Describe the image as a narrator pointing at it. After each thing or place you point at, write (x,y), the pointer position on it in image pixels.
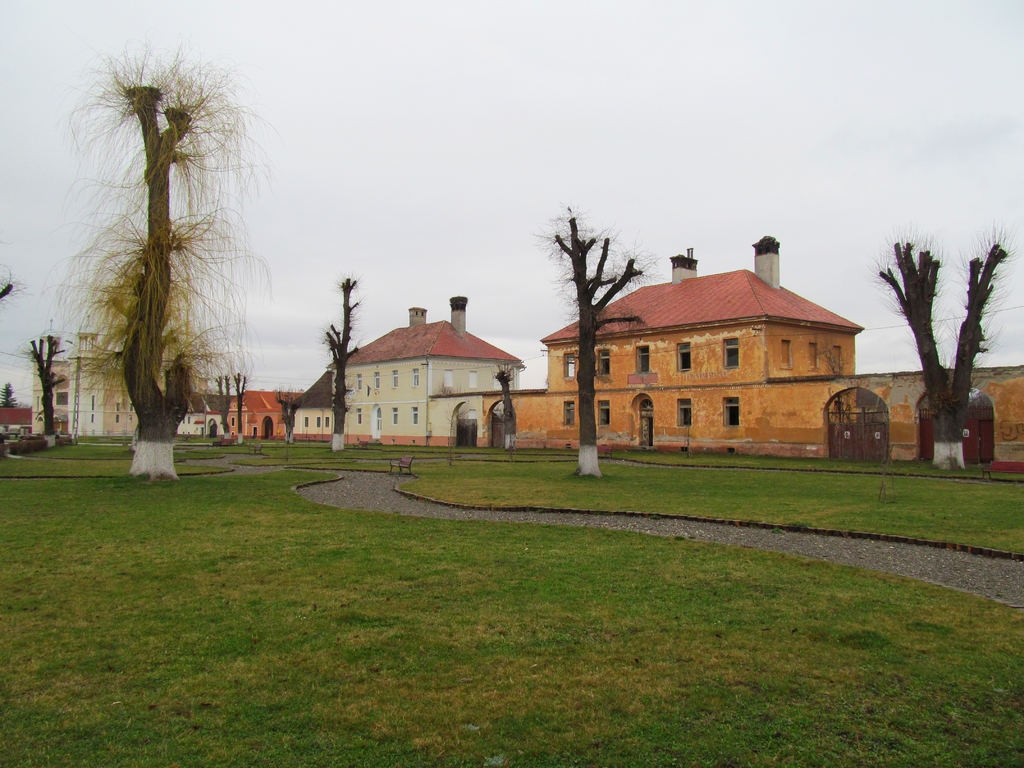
In the foreground of the image (380,627) we can see the grass (706,726) and the road (516,518). In the middle of the image (391,405) we can see the houses (331,405). On the top of the image (587,130) we can see the sky (530,173).
